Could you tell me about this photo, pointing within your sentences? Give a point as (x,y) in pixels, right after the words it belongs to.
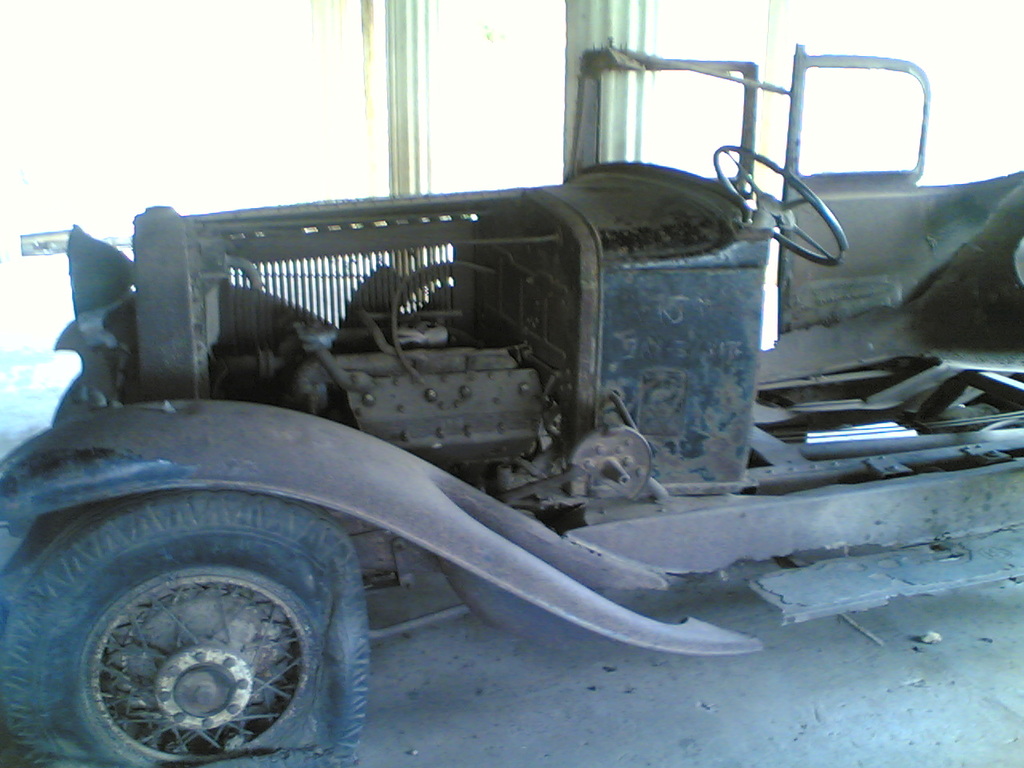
In this picture we can observe an old vehicle (278,490). This vehicle (381,499) is in brown color. We can observe pillars (565,88) here. This vehicle (653,62) is parked on this floor (553,683).
